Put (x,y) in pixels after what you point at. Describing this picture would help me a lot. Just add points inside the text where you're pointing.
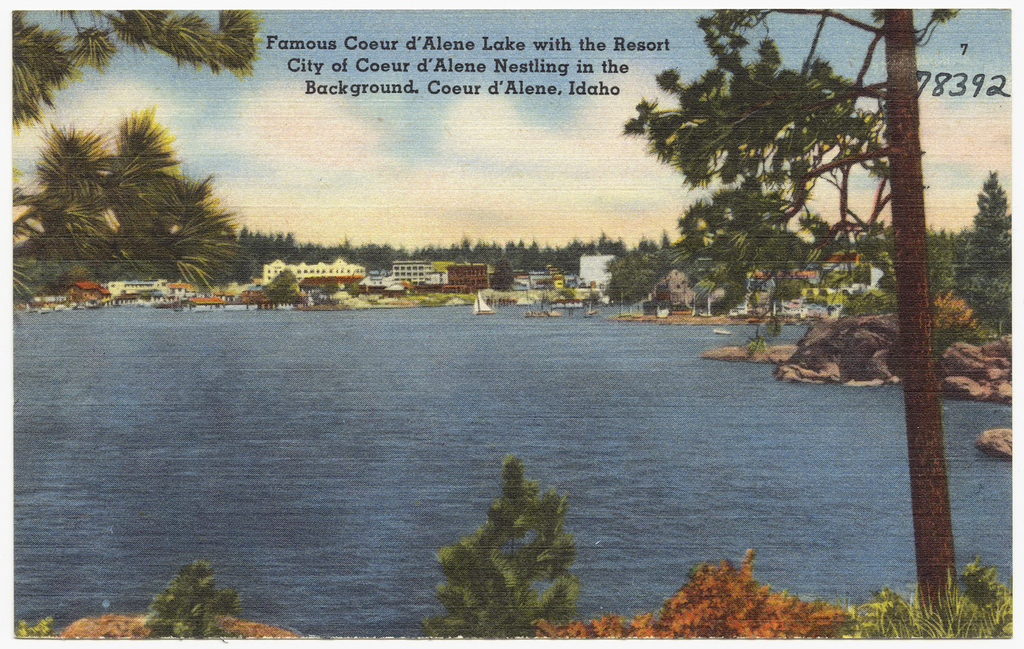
In this image we can see a poster (363,395) with some boats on the water (377,332), there are some buildings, trees (207,283), plants (518,467) and rocks (786,354), at the top of the image (441,91) we can see the text (592,66) and in the back ground (510,154) we can see the sky (559,186) with clouds (336,147).
